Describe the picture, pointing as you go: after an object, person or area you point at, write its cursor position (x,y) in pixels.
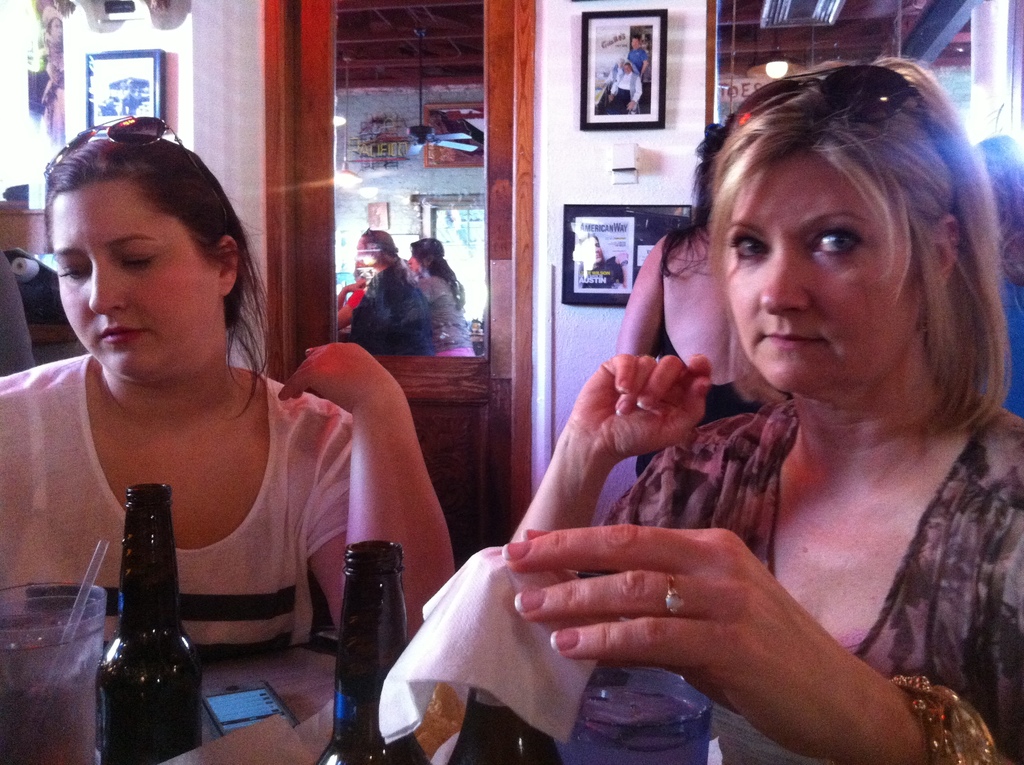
As we can see in the image there is a white color wall (214,76), frames (617,92), a mirror (438,186) and two people (301,395) sitting in the front (361,393) and a table (328,653). On table (285,657) there is a mobile phone (254,688), bottles (146,701) and a glass (89,665).
